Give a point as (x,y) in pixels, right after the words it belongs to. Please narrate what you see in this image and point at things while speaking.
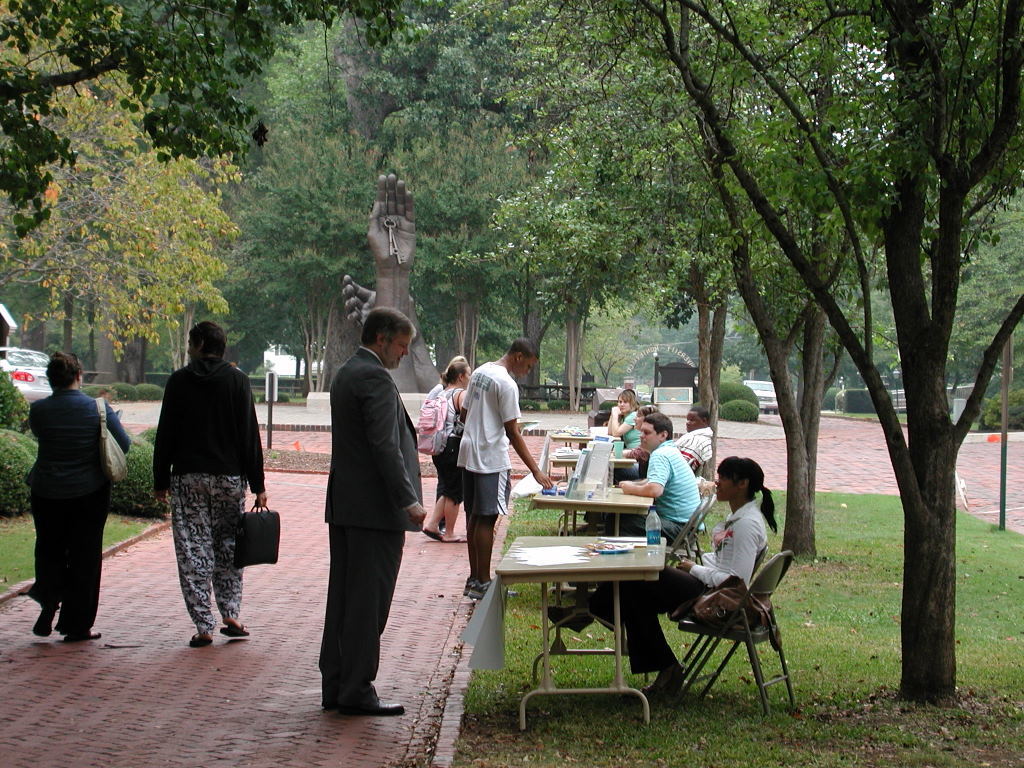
In this image I see number of people (620,470) in which some of them are sitting on the chairs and there are tables (580,429) in front of them on which there are few things (604,440) and some of them are on the path (535,452). In the background (75,330) I see the grass (801,596), plants (549,405), trees (1015,45), a statue (400,289) and a car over here.
